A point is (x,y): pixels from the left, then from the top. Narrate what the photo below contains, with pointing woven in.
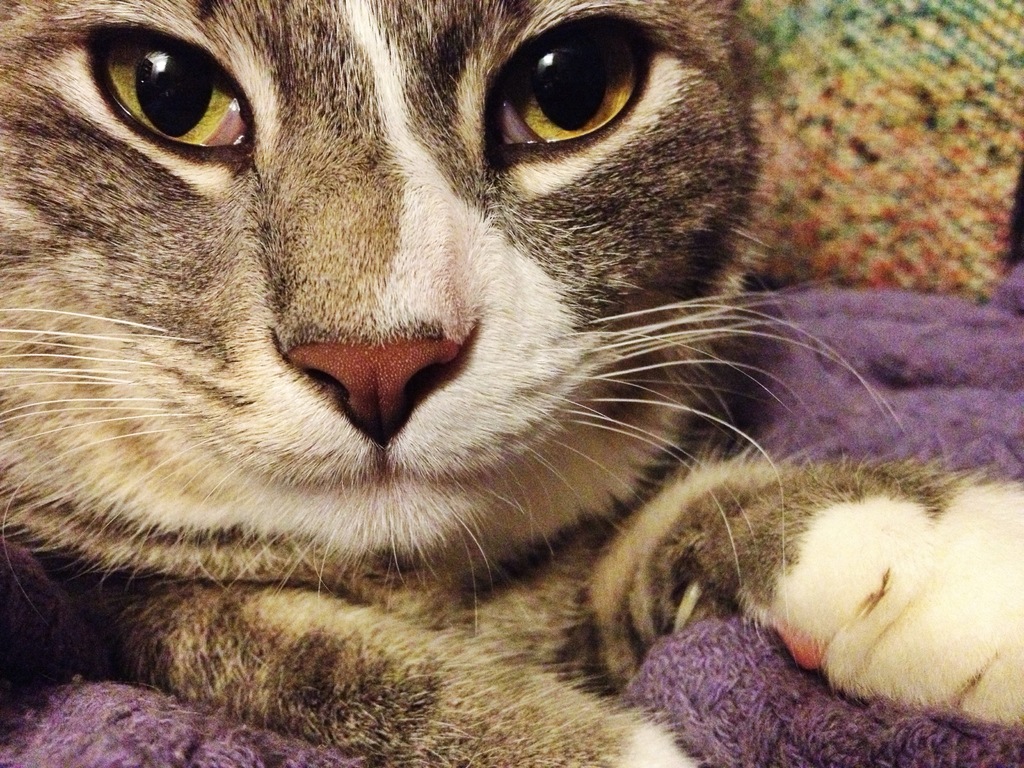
In this image I can see a cat face (332,366) and cloth (715,623).
